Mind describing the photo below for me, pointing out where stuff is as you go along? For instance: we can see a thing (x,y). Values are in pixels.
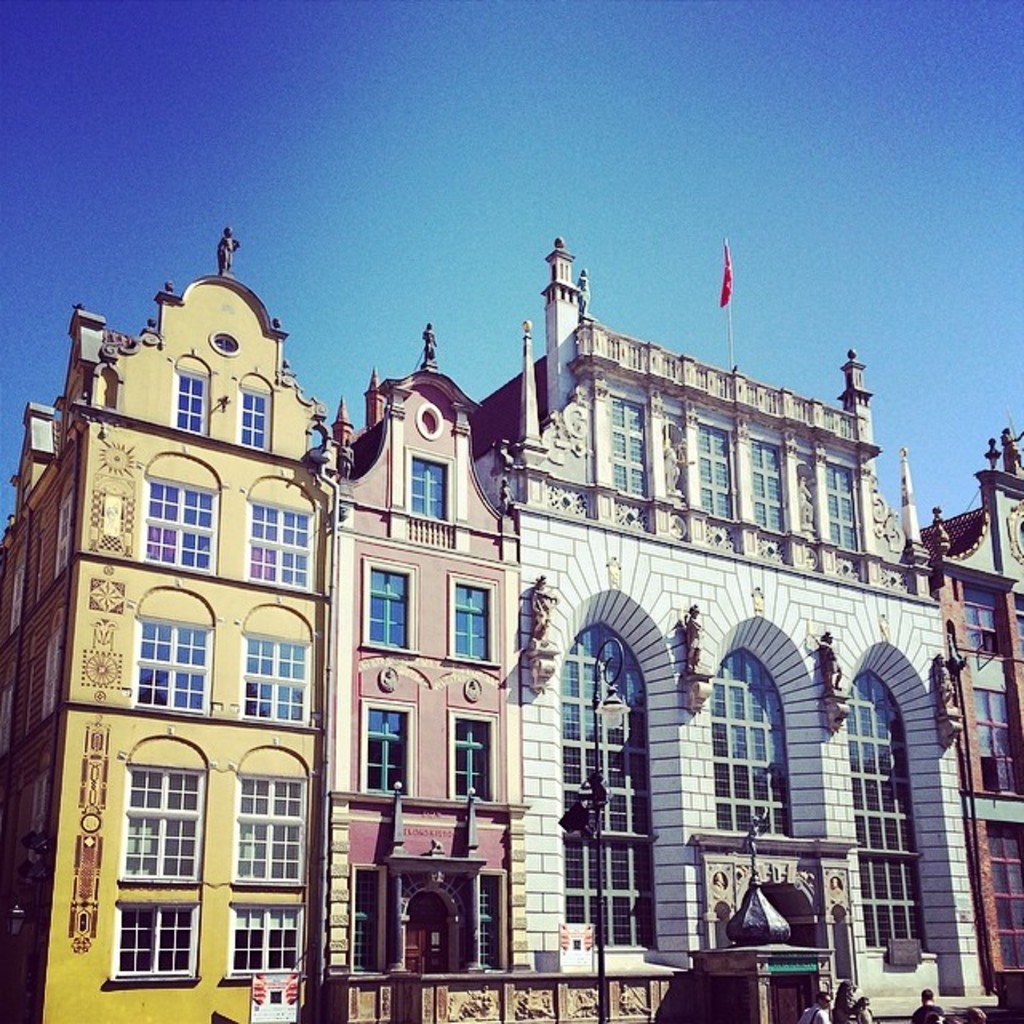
In this image in the middle (561,553), there are houses (617,735), windows (647,892), wall (345,905). At the bottom (919,1018) there are some people (849,992). At the top (372,176) there is sky (497,271), flag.
